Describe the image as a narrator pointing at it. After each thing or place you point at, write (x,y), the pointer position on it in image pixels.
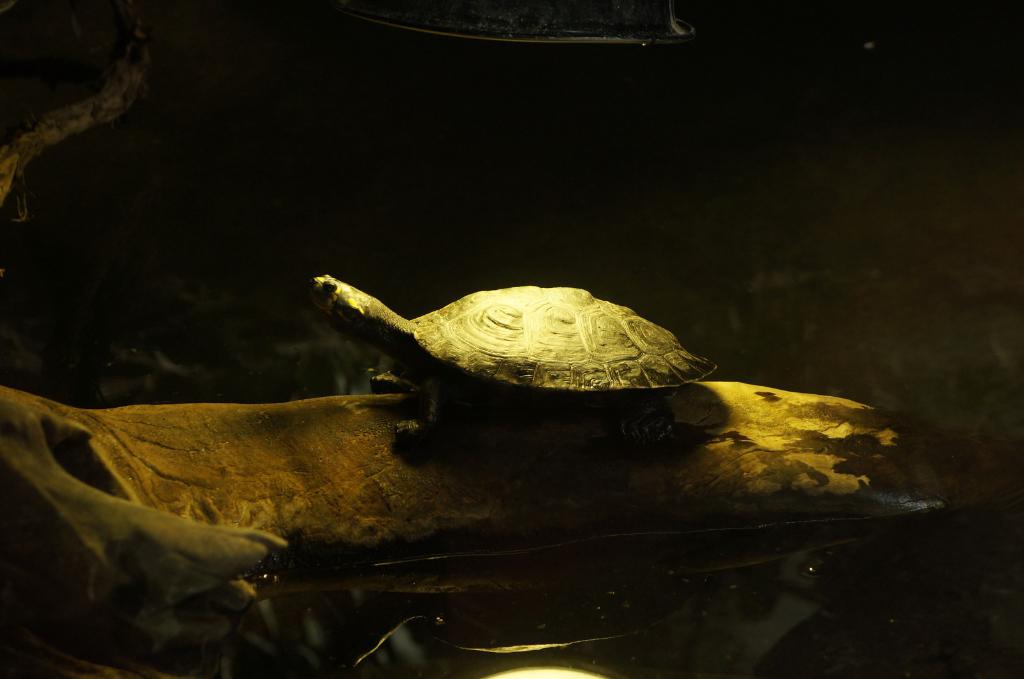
In this image we can see a tortoise (643,429) on the surface (214,454). At the bottom of the image (647,595) there is water (647,603).
